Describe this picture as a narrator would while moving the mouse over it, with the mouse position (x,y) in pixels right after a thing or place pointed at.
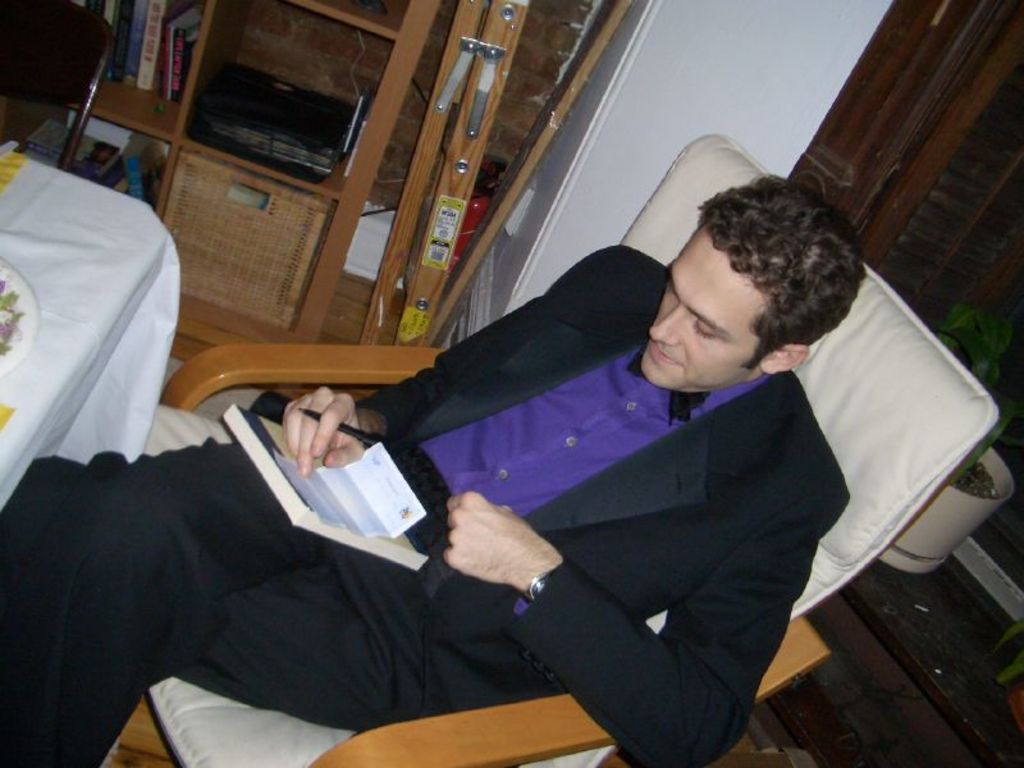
In this image we can see a person (726,644) sitting on the chair (874,387) and we can also see a wooden drawer (363,137), boxes (288,147), chair (84,119) and table (106,240).
